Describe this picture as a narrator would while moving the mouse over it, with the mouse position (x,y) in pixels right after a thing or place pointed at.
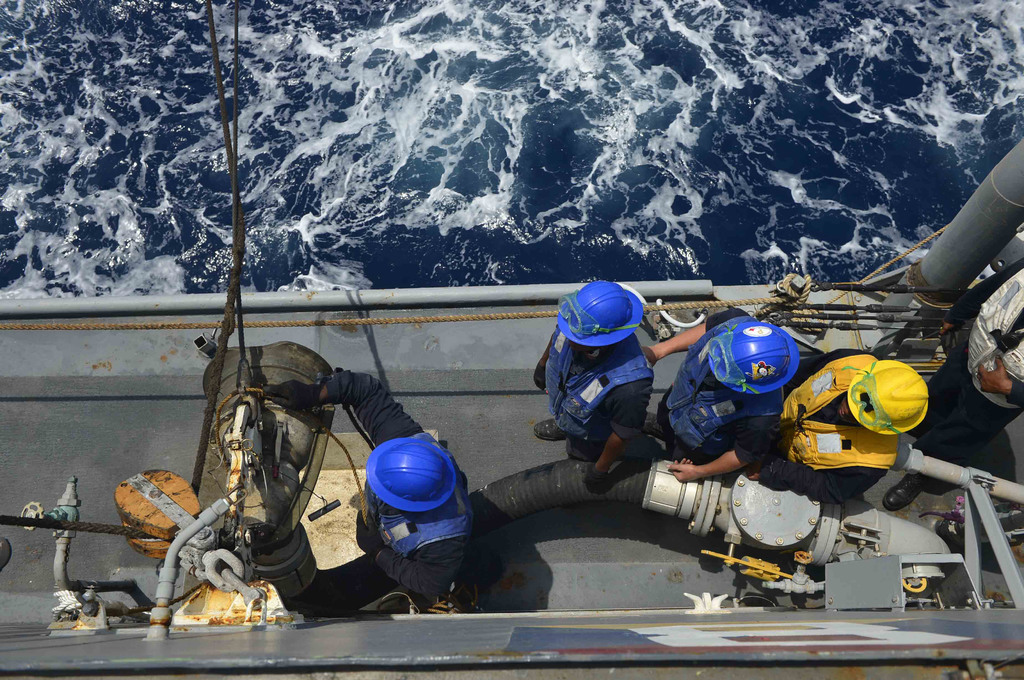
It looks like the image has been taken from a ship (180,539), where there are a group of people (629,334) standing and one among them is holding an object (311,424), there are many machines (872,513) beside them, on the top of the image (383,199) we can see the water (113,181).
